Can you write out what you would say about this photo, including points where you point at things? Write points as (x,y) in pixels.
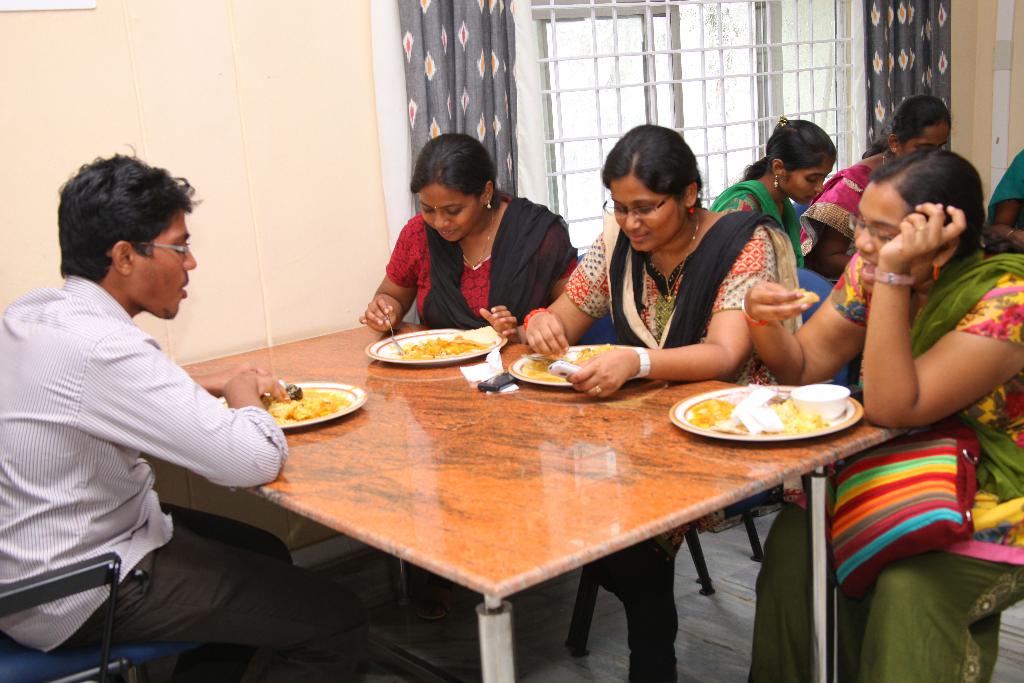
In this picture there are six woman (787,374) and one man (39,289) who are eating the food (301,415) which is on plate (335,389) which is kept on the table (496,520). At the background (743,69) there is a window (688,69) with curtains (499,40) attached to it and a wall (364,62) to the left side (297,74).
